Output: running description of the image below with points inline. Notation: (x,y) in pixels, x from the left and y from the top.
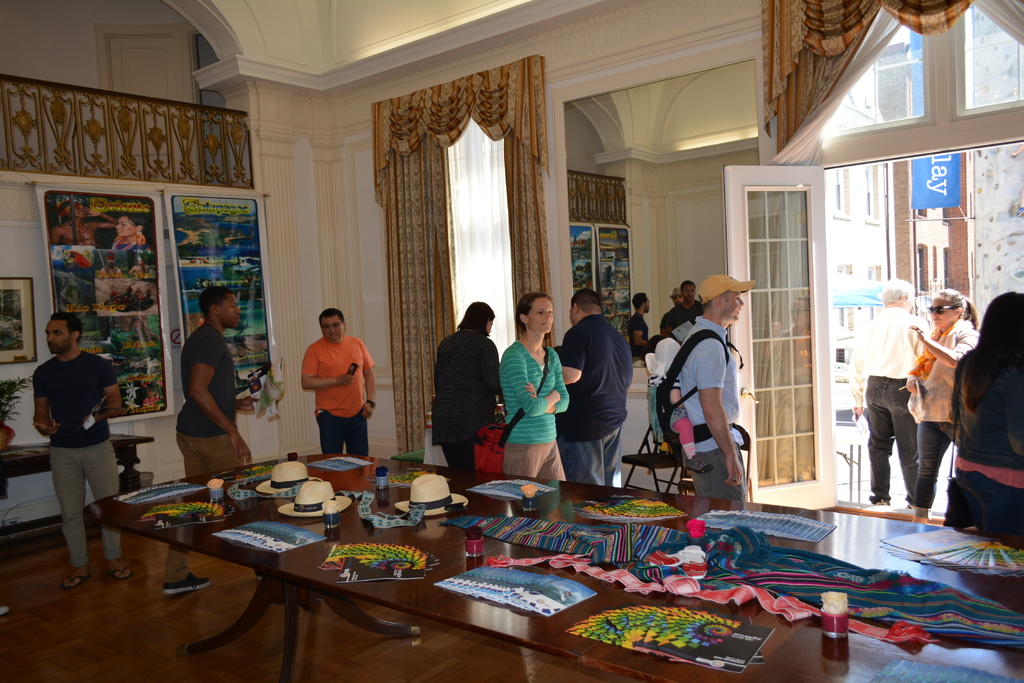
Here we can see a wooden table (427,539) where a hat (331,499) and clothes (735,551) are kept on it. Here we can see a few people (902,323) who are standing.
